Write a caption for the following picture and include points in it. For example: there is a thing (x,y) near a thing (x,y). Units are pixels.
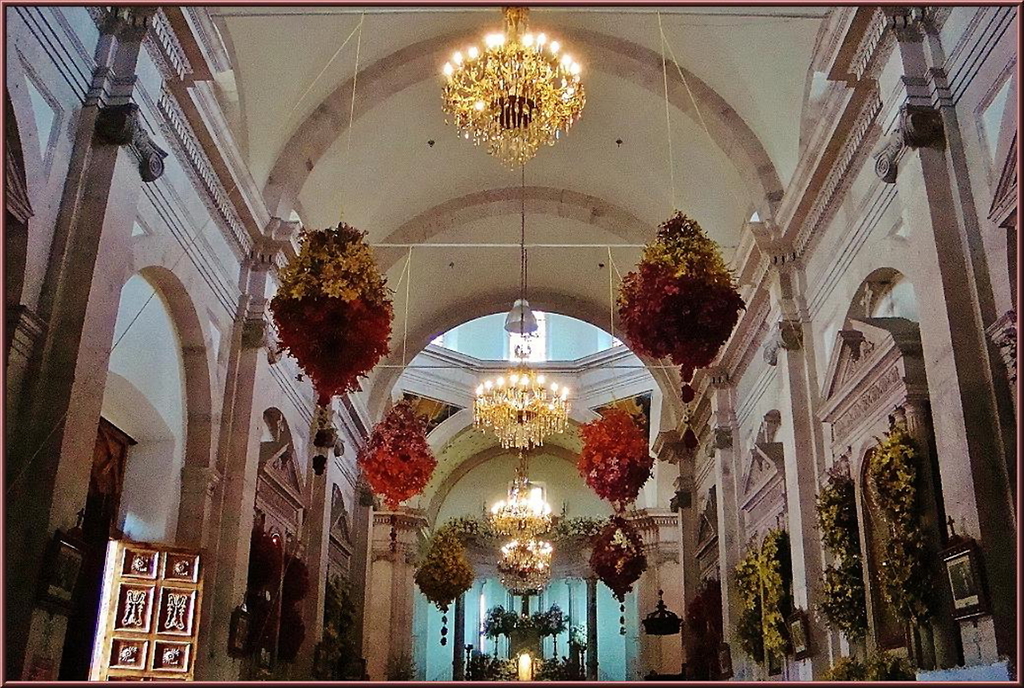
This image is taken from inside, in this image there is decoration (375,339) with artificial plants (619,544) and there are few chandeliers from the ceiling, there are a few frames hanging on the wall (217,604).
